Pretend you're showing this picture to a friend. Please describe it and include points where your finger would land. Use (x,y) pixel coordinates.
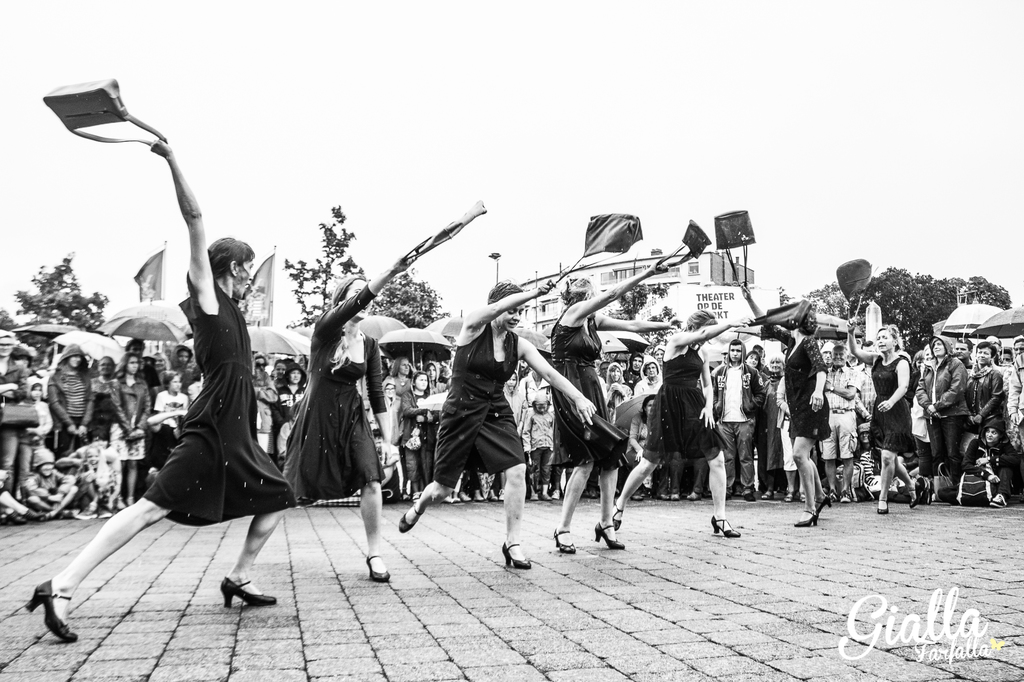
It is a black and white image, there are few women (453,465) dancing with handbags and around them there is a crowd (636,379) and some of them are holding umbrellas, in the background (900,301) there are trees (835,301).
